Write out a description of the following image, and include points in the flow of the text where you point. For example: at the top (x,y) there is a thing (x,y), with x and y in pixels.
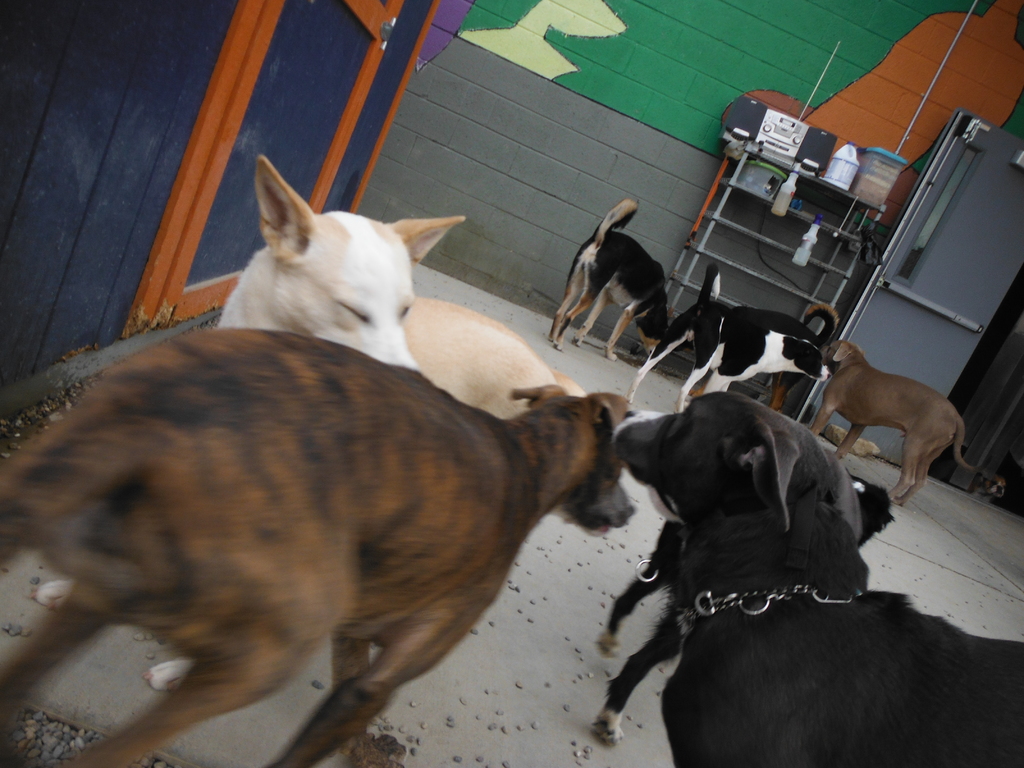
In this image we can see few dogs (597,464) on the ground (529,599), in the background (566,81) there is a wall (577,94), in front of the wall (577,94) there is a stand (746,227) with a music player (785,135) and few objects (847,166) and there is a door (944,269) beside the stand (827,229).
